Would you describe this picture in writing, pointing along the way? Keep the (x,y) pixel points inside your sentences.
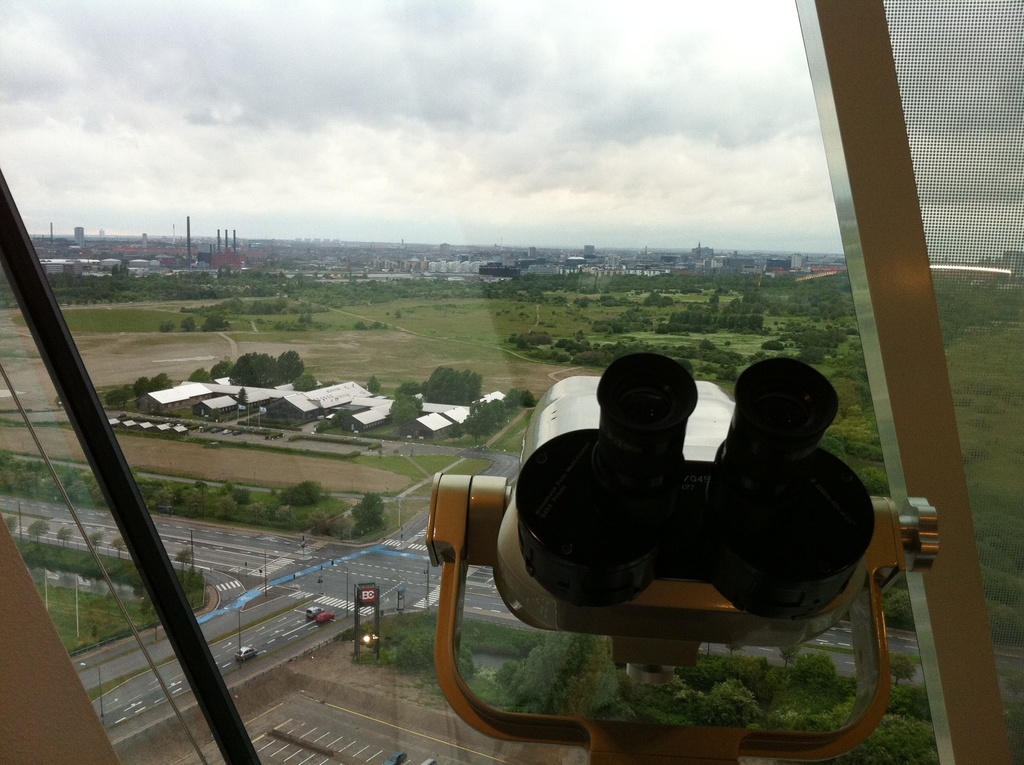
In this picture there is a telescope (623,526) and a glass window (414,192), outside the window (989,393) there are trees (283,495), buildings (195,389), roads (317,597), vehicles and fields (406,313). In the background (383,245) there are buildings (361,250) and trees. Sky (461,149) is cloudy.
